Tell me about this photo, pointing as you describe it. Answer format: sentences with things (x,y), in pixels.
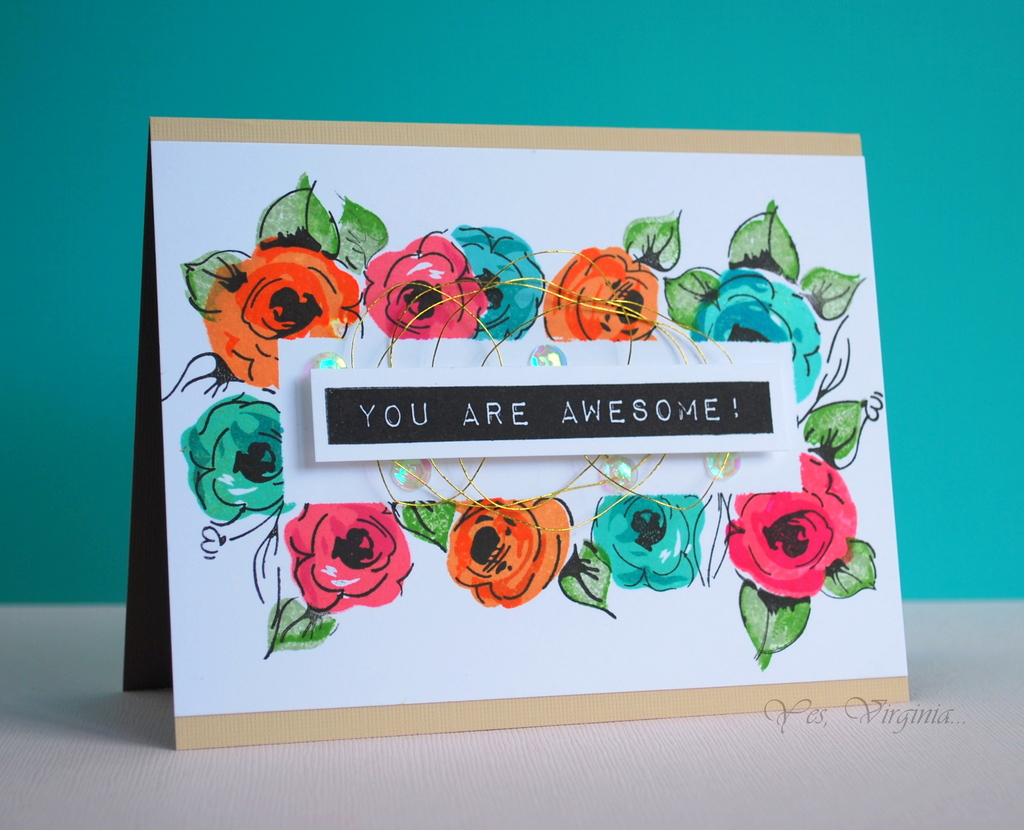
This image consists of a greeting card (443,217) on which there is a compliment note (389,436) and flowers drawing (274,413) is kept on a table (275,780). In the background (970,350), there is a wall (965,369) in blue color.
